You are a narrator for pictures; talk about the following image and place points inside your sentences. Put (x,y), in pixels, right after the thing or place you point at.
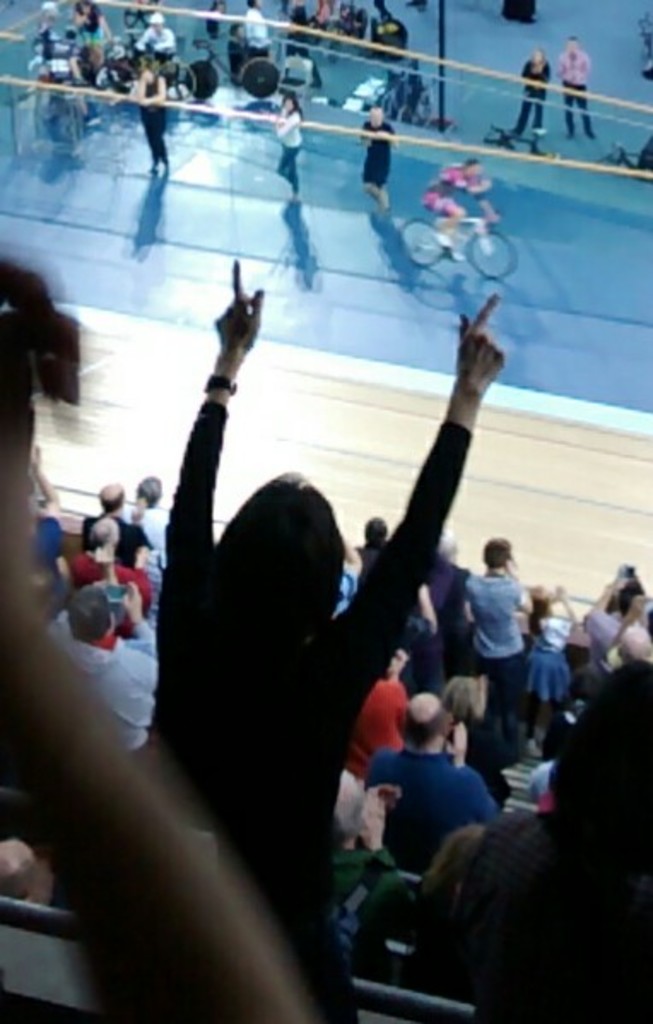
In this image I see number of people (292,671) in front (155,515) and in the background (272,243) I see the blue color path (329,266) and I see few cycles (263,60) and few persons (74,71) on it and I see few more people (549,57) over here who are standing.
